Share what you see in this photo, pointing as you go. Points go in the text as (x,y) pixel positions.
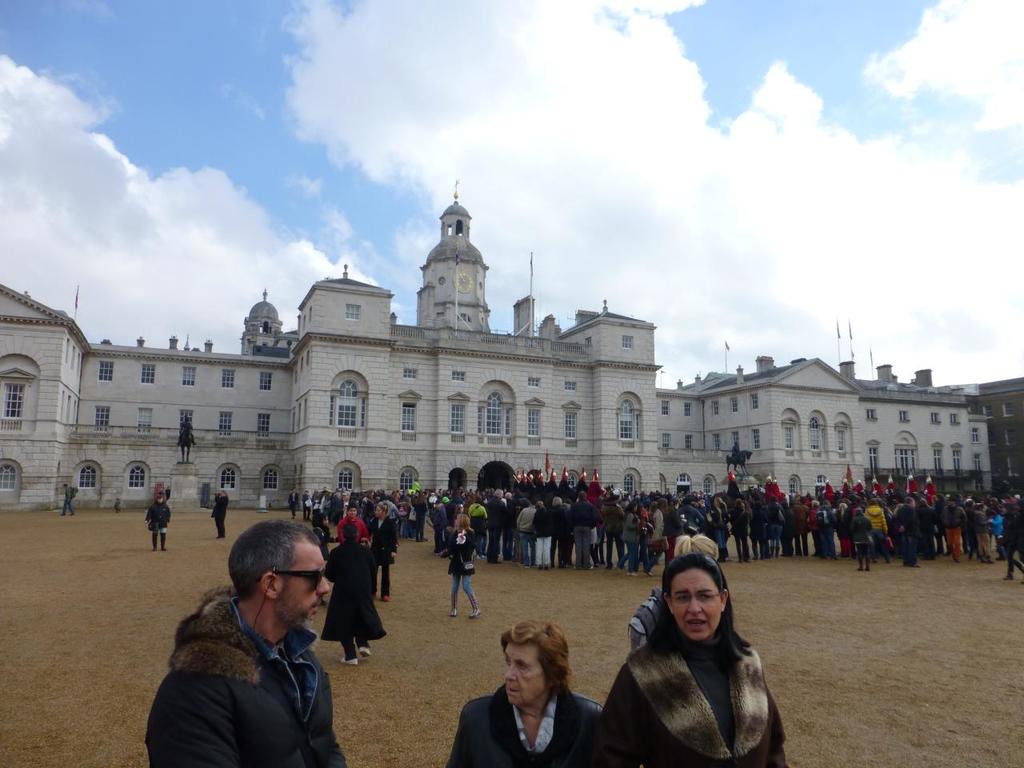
There are groups of people (485,494) standing and few people (681,636) walking. This is the building (362,395) with the windows (490,406). I can see two sculptures (728,460), which are placed on the pillars (187,480). These are the clouds (647,101) in the sky (300,95).
